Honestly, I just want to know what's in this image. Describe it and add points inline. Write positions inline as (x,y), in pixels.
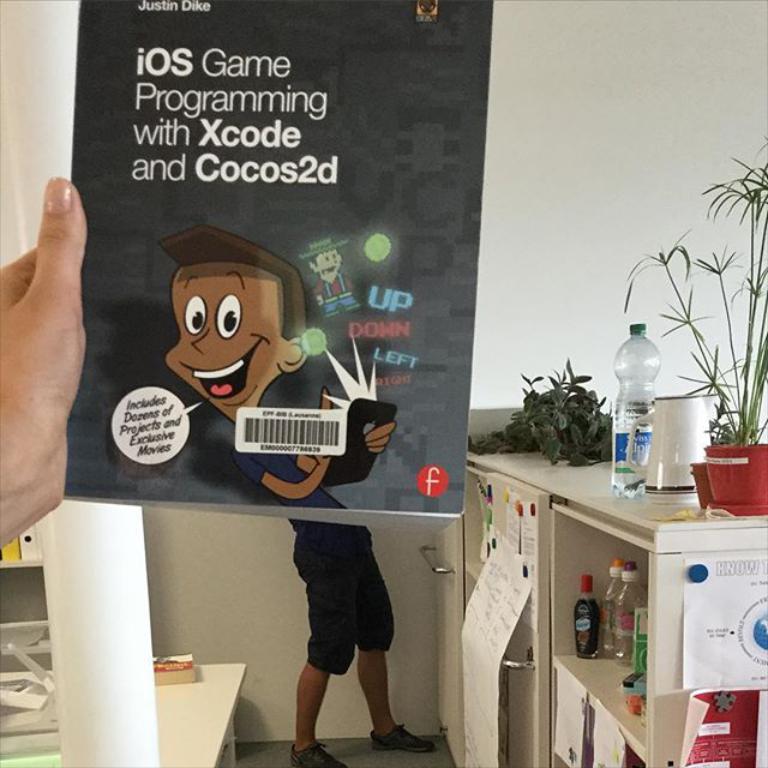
In this picture, here we can see a person (57,420) holding book (219,483) and this is a programming book (240,157) which is known by the heading (167,79) present on the book (300,172). Here there is a desk (605,469) present, in the desk (661,629) we have a shelf (614,681), in the shelf (567,621) we have some bottles (622,590) and on the desk (598,471) we have water bottle (625,437), flower pot (696,470), jar (693,444) present. Here we have a boy (310,716) present at the middle of the floor (285,743). He stands on the floor (429,754).
